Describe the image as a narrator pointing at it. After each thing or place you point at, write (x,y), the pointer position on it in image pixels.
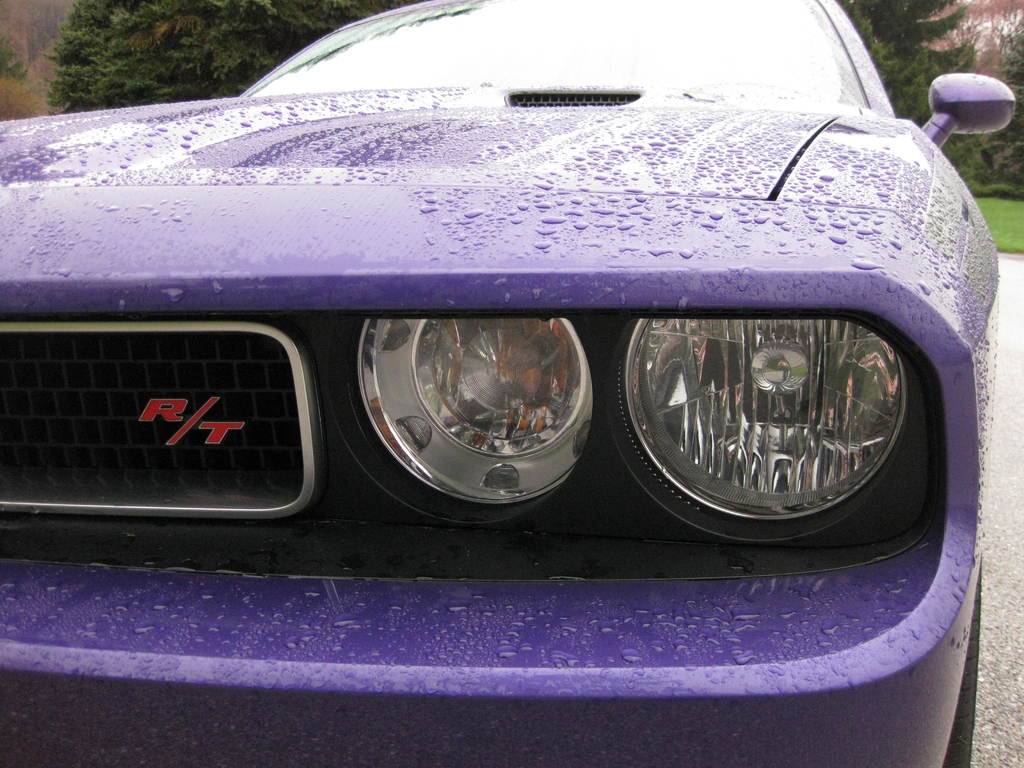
In this picture we can see car (860,403) on the road (1023,565). In the background of the image (942,25) we can see trees (909,5) and grass (1013,224).
